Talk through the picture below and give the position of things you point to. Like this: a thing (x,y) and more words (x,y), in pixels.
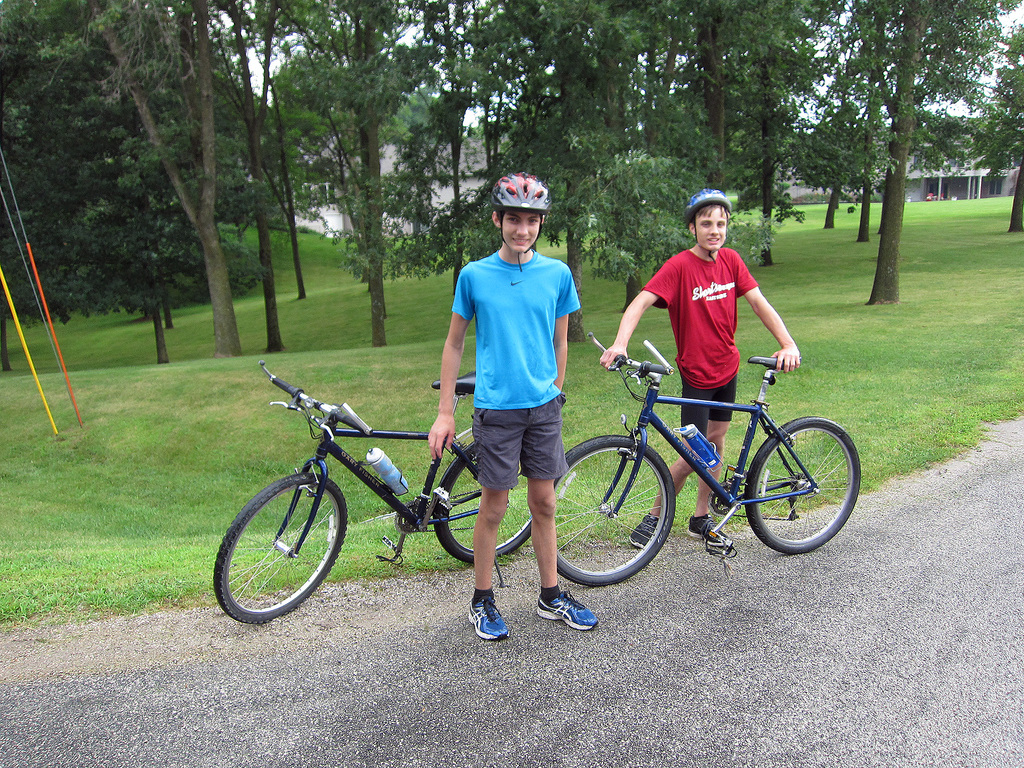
In the center of the image (488,474) we can see bicycles (581,448) and persons (557,462) on the road (560,631). In the background (459,134) we can see grass (877,247), trees (717,175), buildings (925,184) and sky (998,79).
